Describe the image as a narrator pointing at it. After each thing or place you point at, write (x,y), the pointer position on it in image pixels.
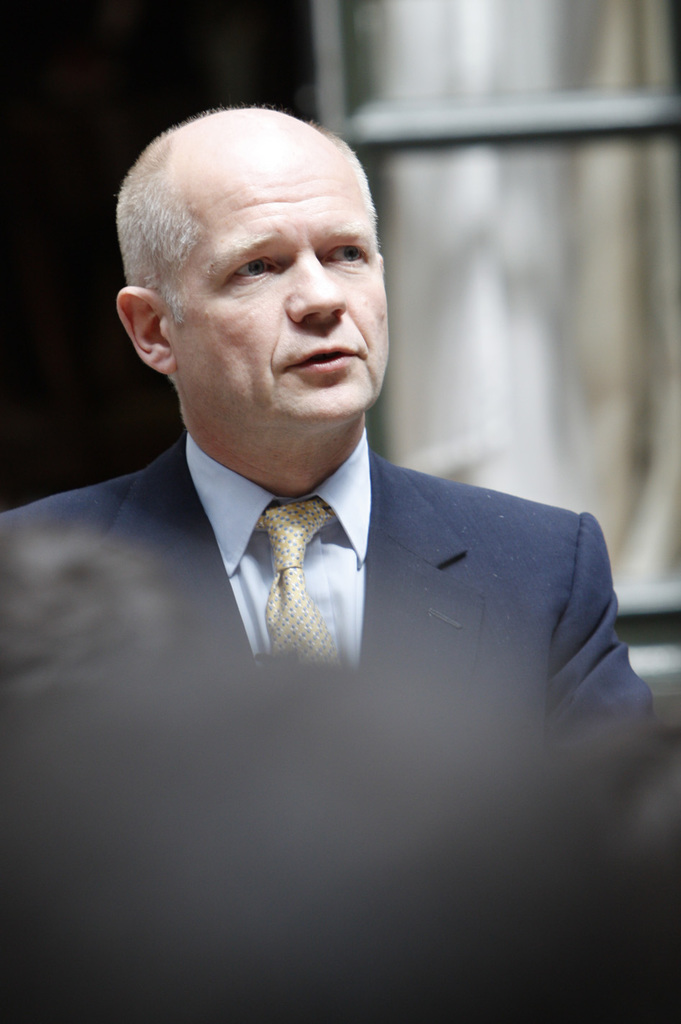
In the center of the image (378,579) we can see a man (257,511).
